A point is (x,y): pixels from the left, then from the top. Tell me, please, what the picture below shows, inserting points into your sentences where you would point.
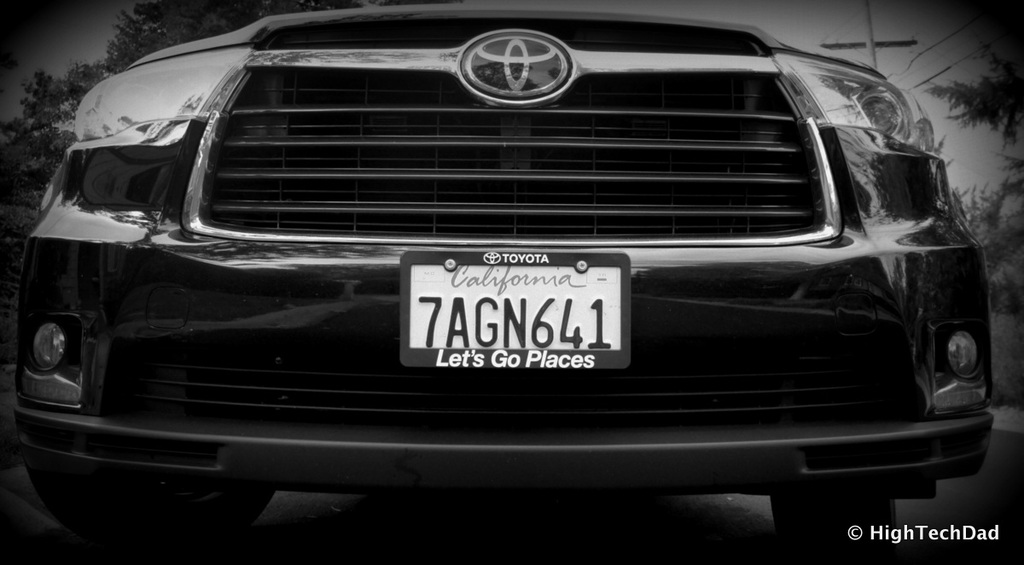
In this picture there is a car (696,221) in the center of the image (513,333) and there are trees (14,327) and a pole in the background area of the image (1018,170).
